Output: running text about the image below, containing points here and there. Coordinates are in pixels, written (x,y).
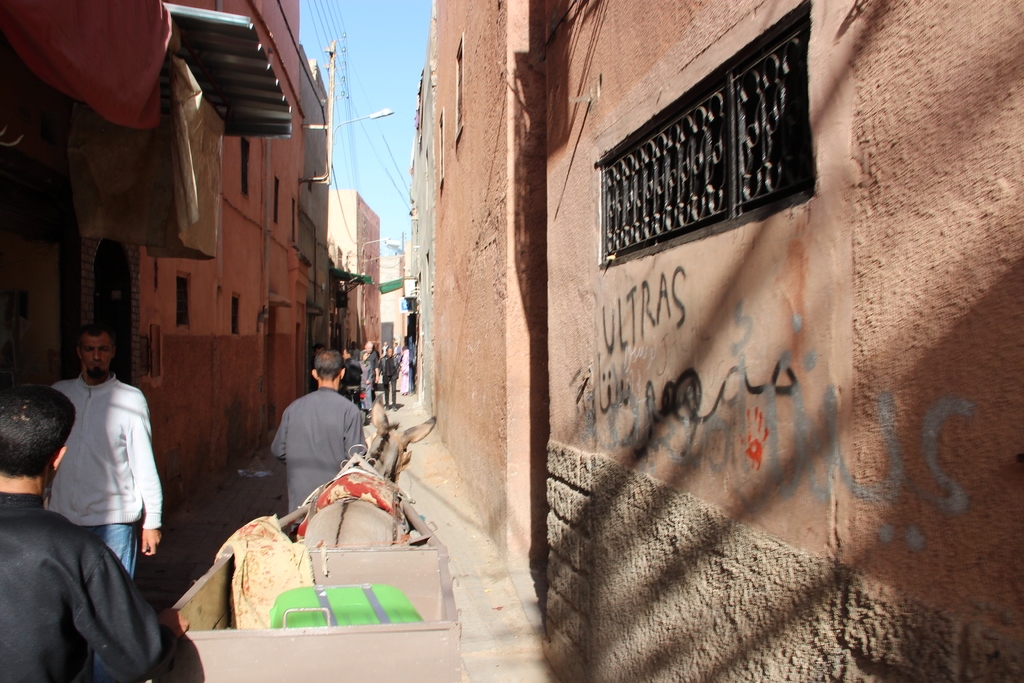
In this image there is the sky (393,59) towards the top of the image (386,47), there is a pole (331,56), there is a street light (358,117), there are wires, there are buildings (309,244), there is a wall (651,327), there is text (705,395) on the wall (664,324), there are group of persons (290,433), there is a tonga (386,556), there are objects (295,568) in the tonga (364,576).
